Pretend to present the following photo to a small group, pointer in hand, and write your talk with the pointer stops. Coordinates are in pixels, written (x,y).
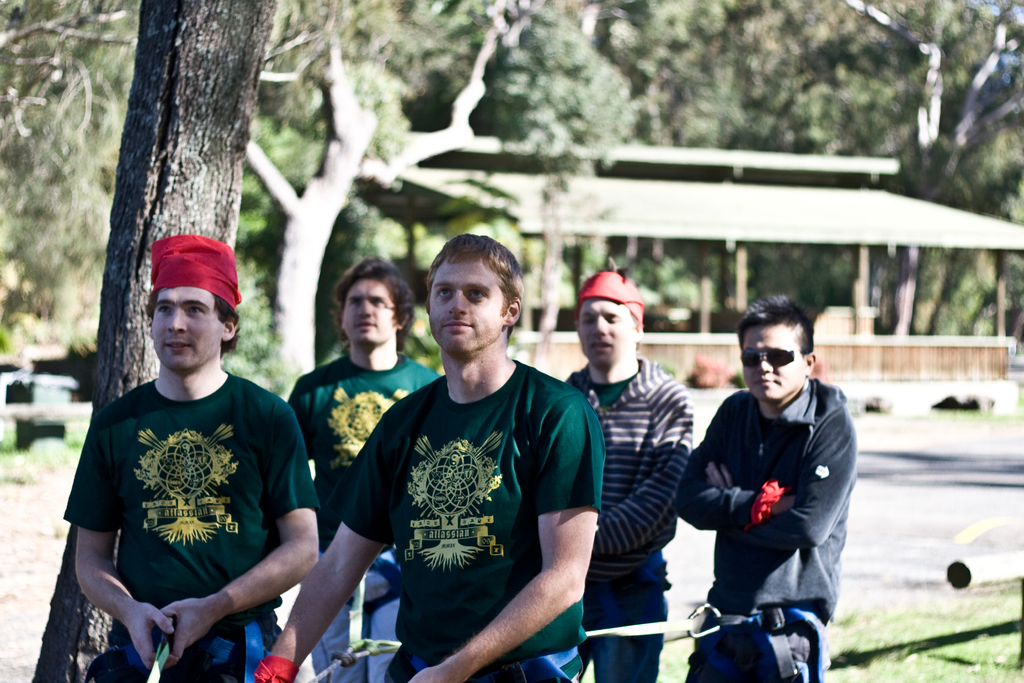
In this image in the front (345,456) there are persons (629,502) standing and in the background (168,209) there are trees (384,159) and there is a shelter (704,254) and there is grass (932,656) on the ground (937,647).
